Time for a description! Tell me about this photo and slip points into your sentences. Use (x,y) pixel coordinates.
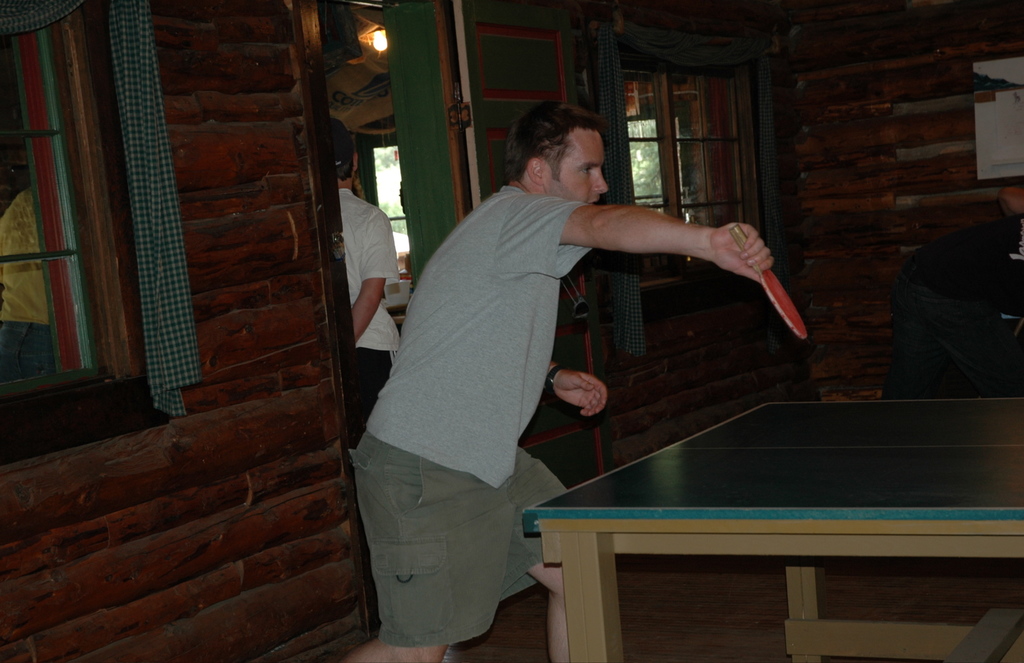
In this pictures i could see a person (527,338) playing table tennis holding a bat (768,269) in his right hand (754,265). In the back ground (356,198) i could see the other person (352,229) standing and there are some wooden walls (233,203) which is brown in color and curtains (162,341).
